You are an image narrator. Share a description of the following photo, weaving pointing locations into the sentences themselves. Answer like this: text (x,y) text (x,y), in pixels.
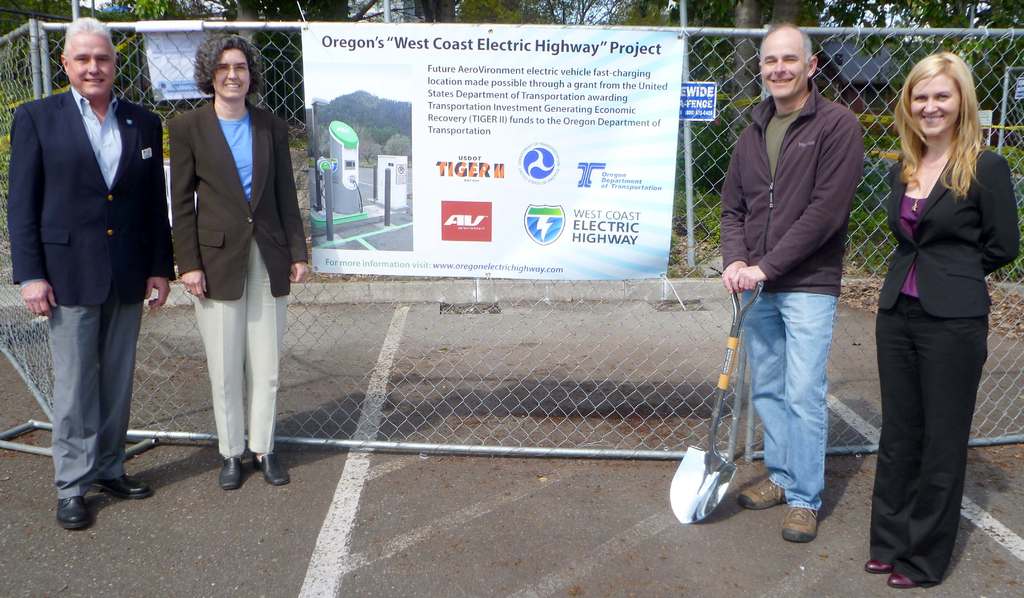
In this image there are few persons (945,266) standing on the land (341,472). Left side (98,272) two persons (185,192) wearing suit (214,175) are standing on the land (757,517). Right side (770,163) there is a person (767,482) holding a tool (746,304) in his hand (746,276). Beside there is a woman (951,162) standing. Behind them there is a fence (1005,353) having a board (665,234) attached to it. Behind the fence (688,208) there are few trees (931,2) and plants (714,203).
